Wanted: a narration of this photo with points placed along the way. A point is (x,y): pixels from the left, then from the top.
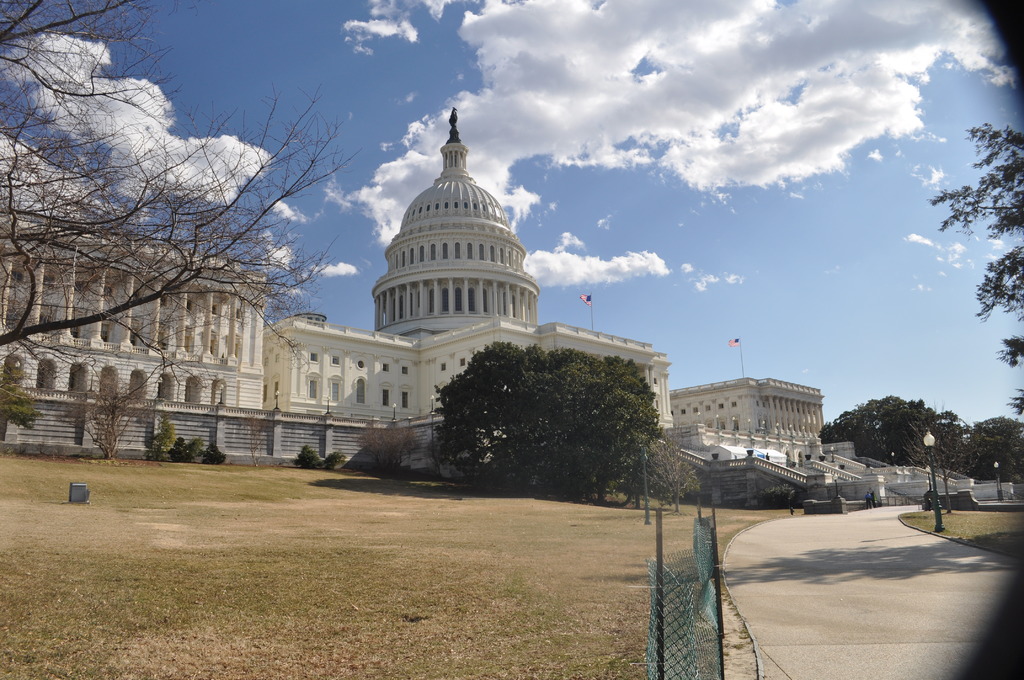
In this image we can see a grassy land (103,479) and a road (841,596). There are many trees (953,469) and plants (195,451) in the image. There are three buildings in the image. There is a fencing (670,633) at the bottom of the image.
